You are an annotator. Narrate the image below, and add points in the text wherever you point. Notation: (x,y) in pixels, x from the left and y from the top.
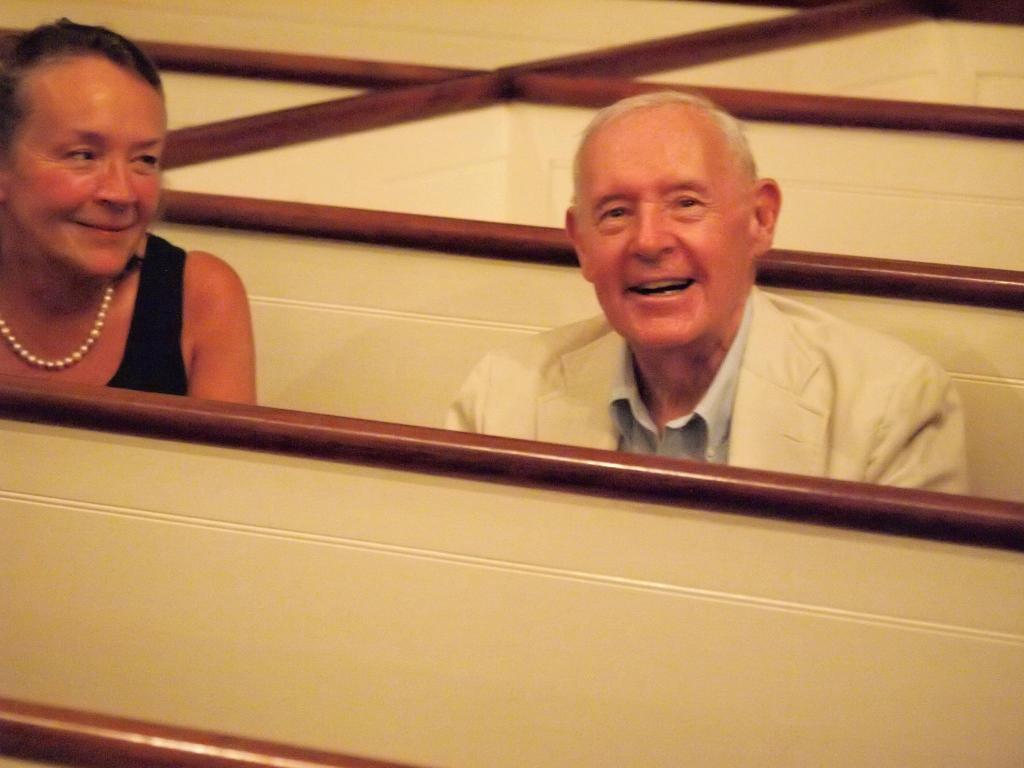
In this image we can see a man (670,139) and a woman (32,287) and at the bottom (390,685) there is a wooden object (394,641). In the background (395,245) we can see wooden objects (619,63).
